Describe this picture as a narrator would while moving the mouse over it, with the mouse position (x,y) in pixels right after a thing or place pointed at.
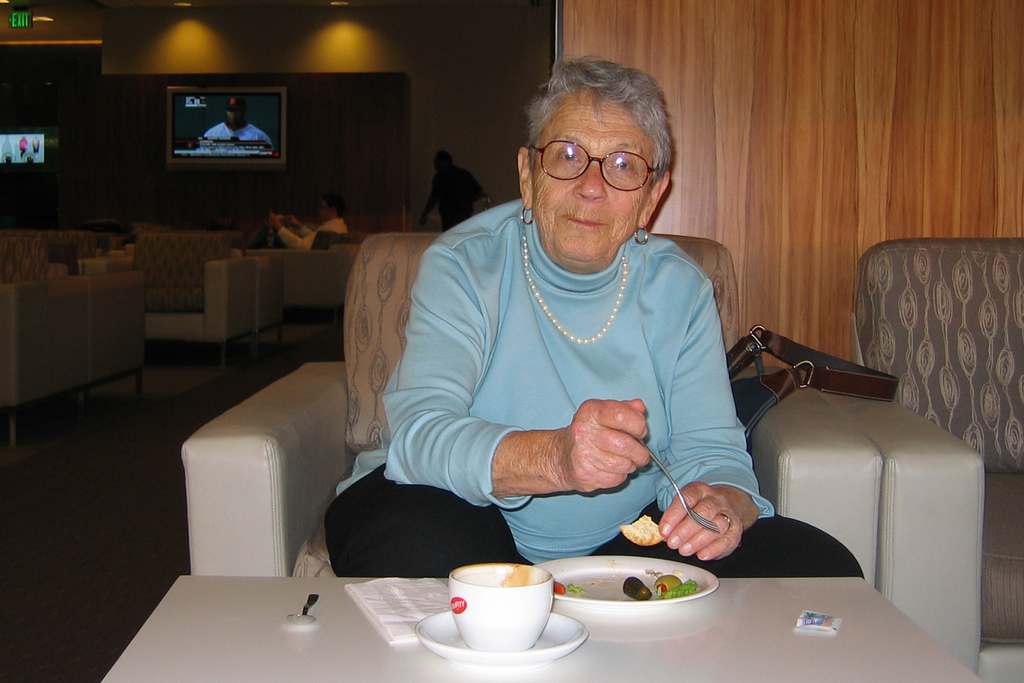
In this picture there is a woman (770,512) sitting in the chair (769,492) and eating the food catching the fork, and in table (370,659) we have cup (516,597), saucer (493,665), plate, spoon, tissue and at the back ground (357,209) we have a television (282,155) to the wall (290,176) and couch (146,256).
